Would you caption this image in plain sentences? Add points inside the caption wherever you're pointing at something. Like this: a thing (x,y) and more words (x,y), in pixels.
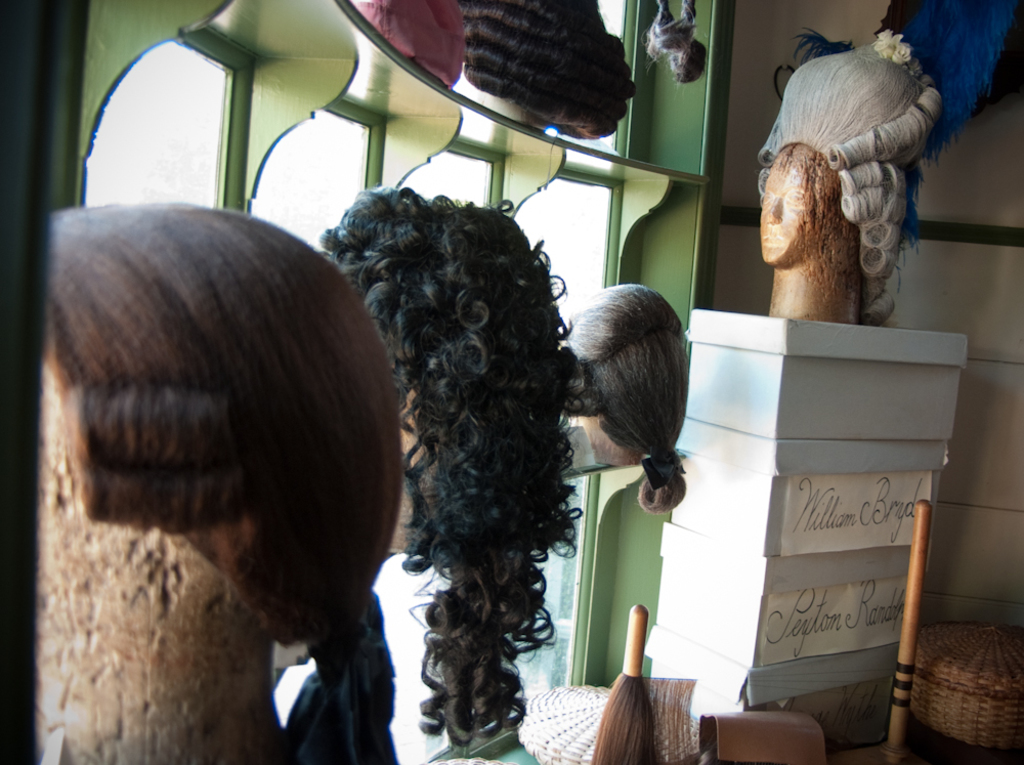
In this image we can see the costume hairs (531,293). Here we can see the stacked boxes (874,467) on the ledge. This is looking like a cleaning brush (639,707). Here we can see the woven basket (967,692) on the ledge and it is on the bottom right side (1000,681).
